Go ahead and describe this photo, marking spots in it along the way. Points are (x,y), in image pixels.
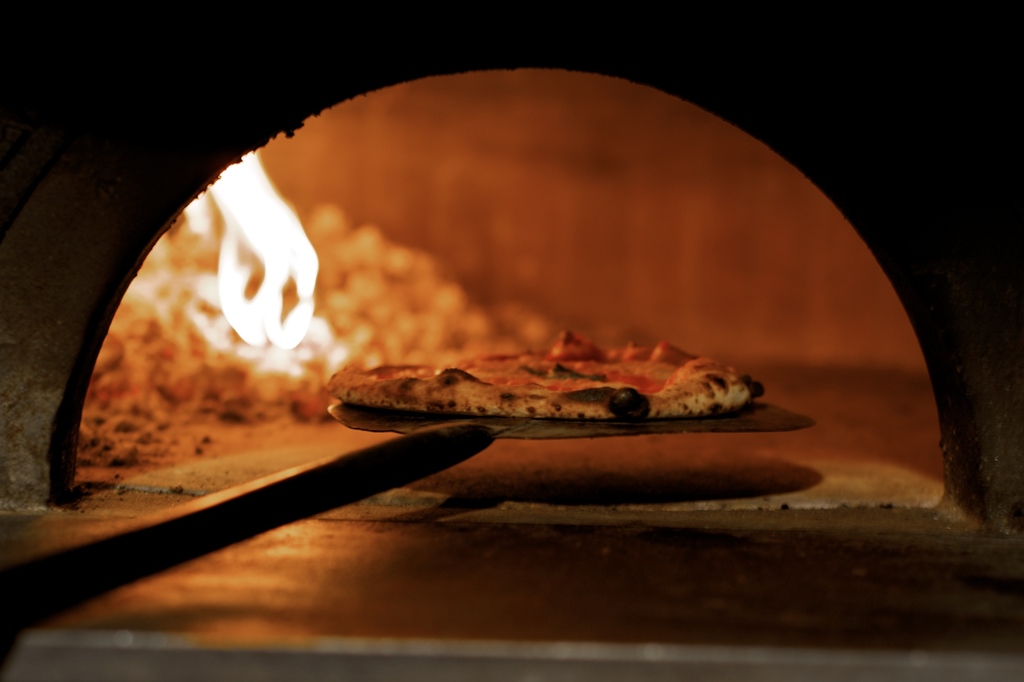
In this image we can see a pie (528,401) on a large spatula (355,491). On the backside (294,362) we can see some fire (308,287).
